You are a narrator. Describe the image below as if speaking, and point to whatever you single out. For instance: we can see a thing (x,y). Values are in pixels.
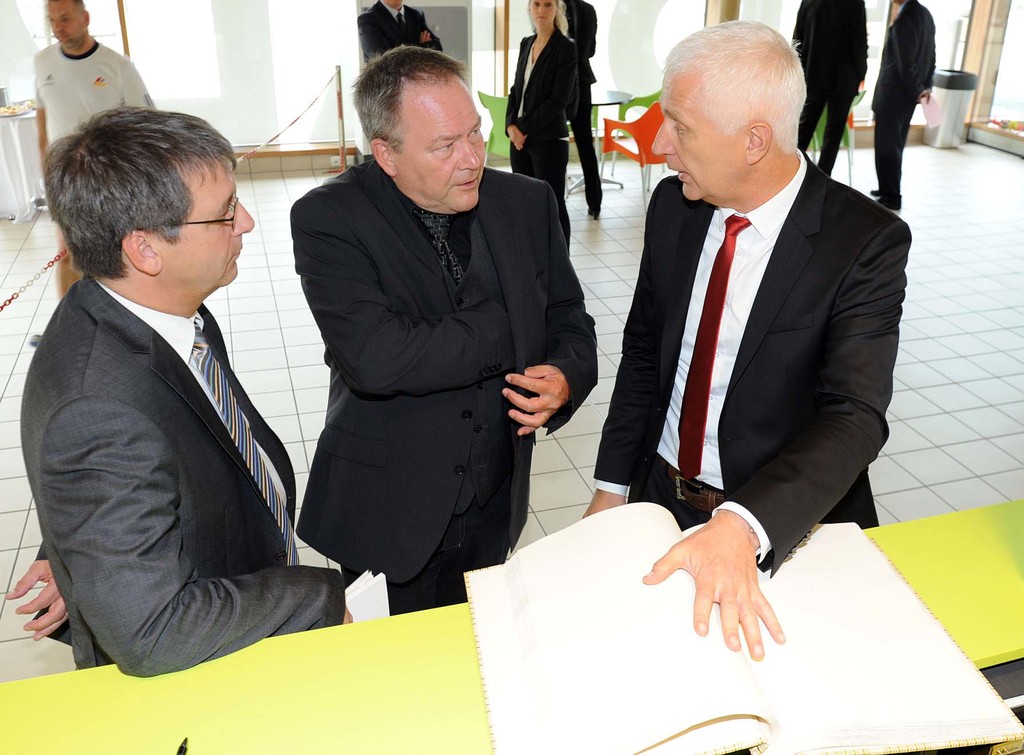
In this image we can see a few people (471,301), two of them are holding papers (935,108), there is a book (586,560) and a pen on a table (451,713), there are tables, chairs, on one table (6,133), we can see some objects (5,96), there is a chain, pole (339,116), dustbin (949,108), also we can see the windows (1017,19).
